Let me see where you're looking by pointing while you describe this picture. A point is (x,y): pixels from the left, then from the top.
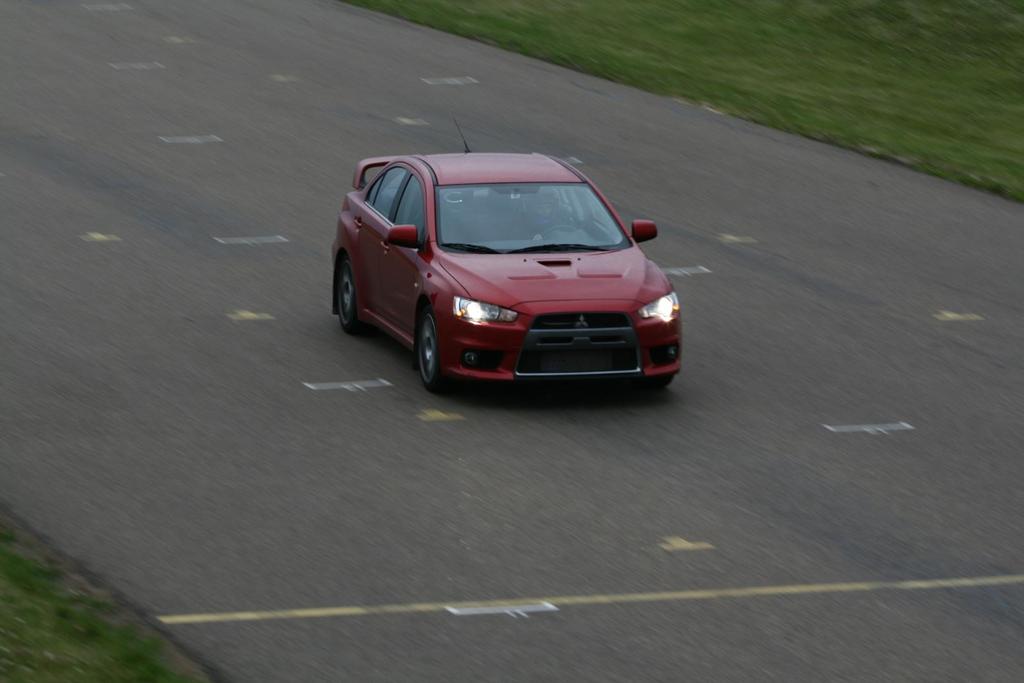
In this image we can see a car (575,343) on the road (529,500). We can also see some grass (890,160) on the ground (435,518).
